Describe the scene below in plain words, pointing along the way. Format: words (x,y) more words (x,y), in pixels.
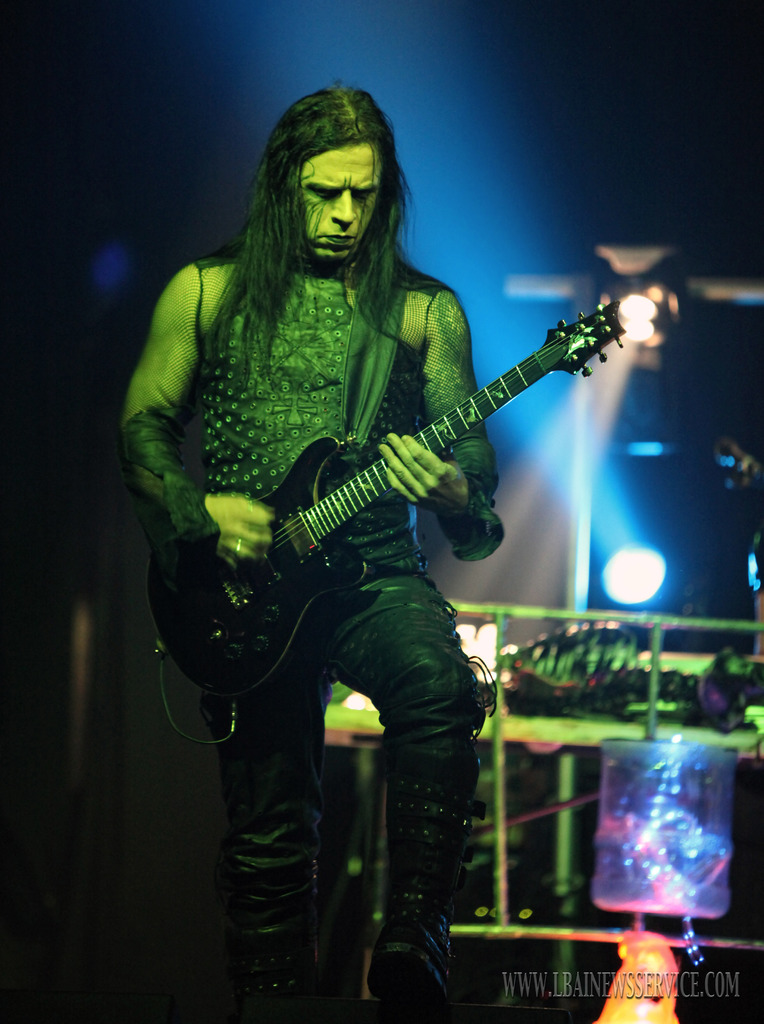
In the given image we can see that man (275,325) is standing and catching a guitar (260,572) in his hand (241,534). This is a watermark (604,978). This is a light (618,576).
